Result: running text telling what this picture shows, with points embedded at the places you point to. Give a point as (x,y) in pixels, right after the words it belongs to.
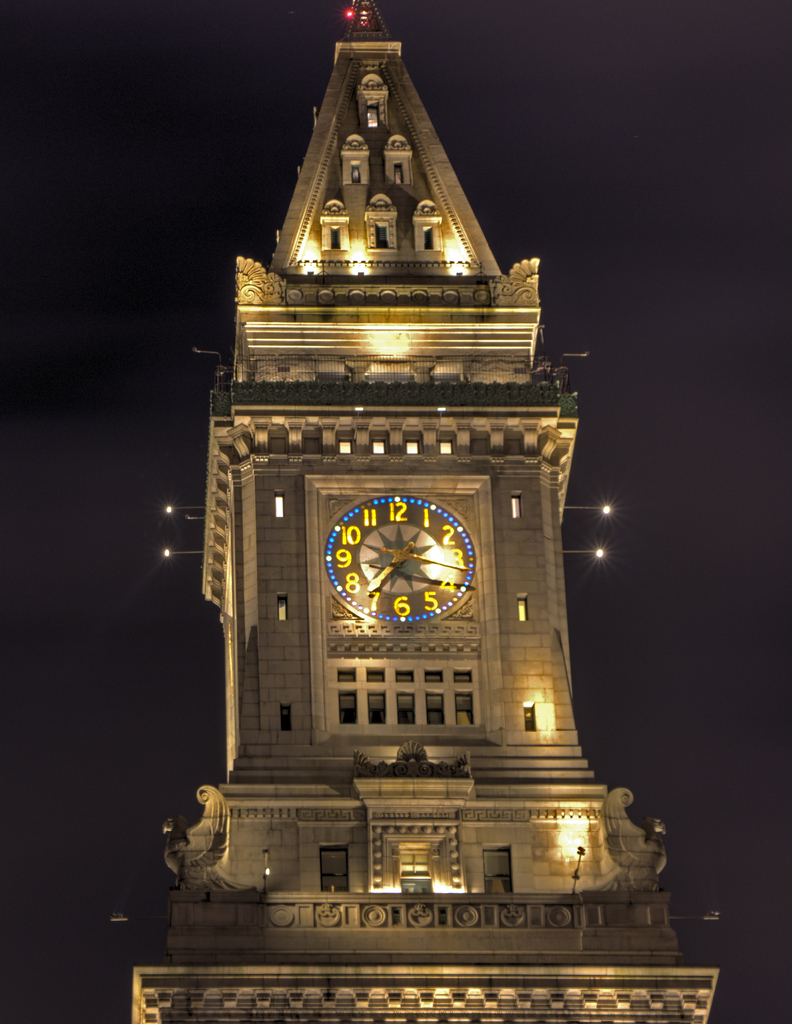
In this image we can see a tower (401,630) with a clock (406,586) and some lights (362,411).
